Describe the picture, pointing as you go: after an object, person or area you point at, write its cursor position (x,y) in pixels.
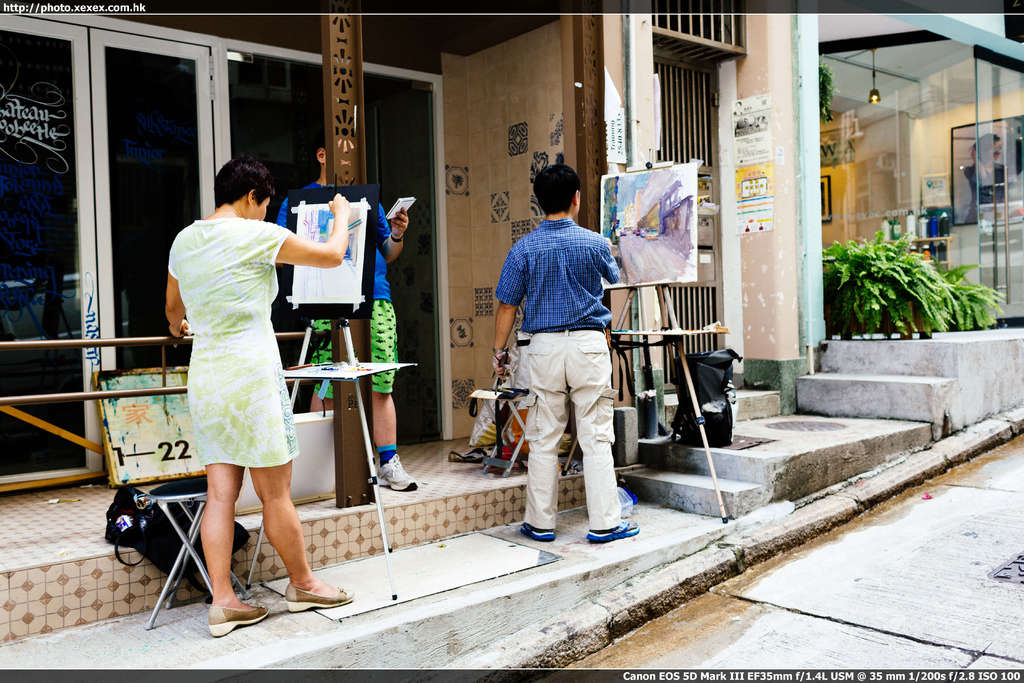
In this image we can see three persons (379,335) standing on the ground (389,556). One person (391,253) is wearing blue t shirt (378,260) and green shorts (389,312) is holding a book (405,210) in his hand (397,220). In the background (667,241), we can see two photo frames (660,230) placed on a stand (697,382), bag (711,385) placed on the ground (648,533), two plants (898,319) and a photo frame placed on the floor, building (772,120) with windows (261,108) and a metal barricade (140,337).
